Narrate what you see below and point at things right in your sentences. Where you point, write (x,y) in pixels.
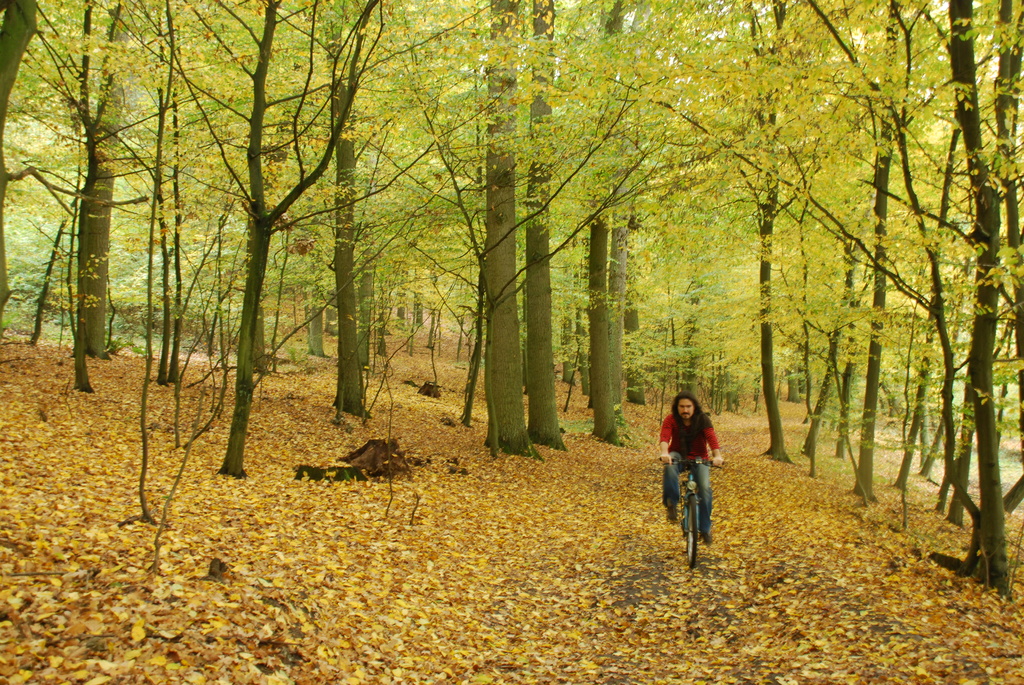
In this image we can see a person (681,421) riding a cycle (684,500). On the ground (341,505) there are leaves (400,567). Also there are trees (526,170).
